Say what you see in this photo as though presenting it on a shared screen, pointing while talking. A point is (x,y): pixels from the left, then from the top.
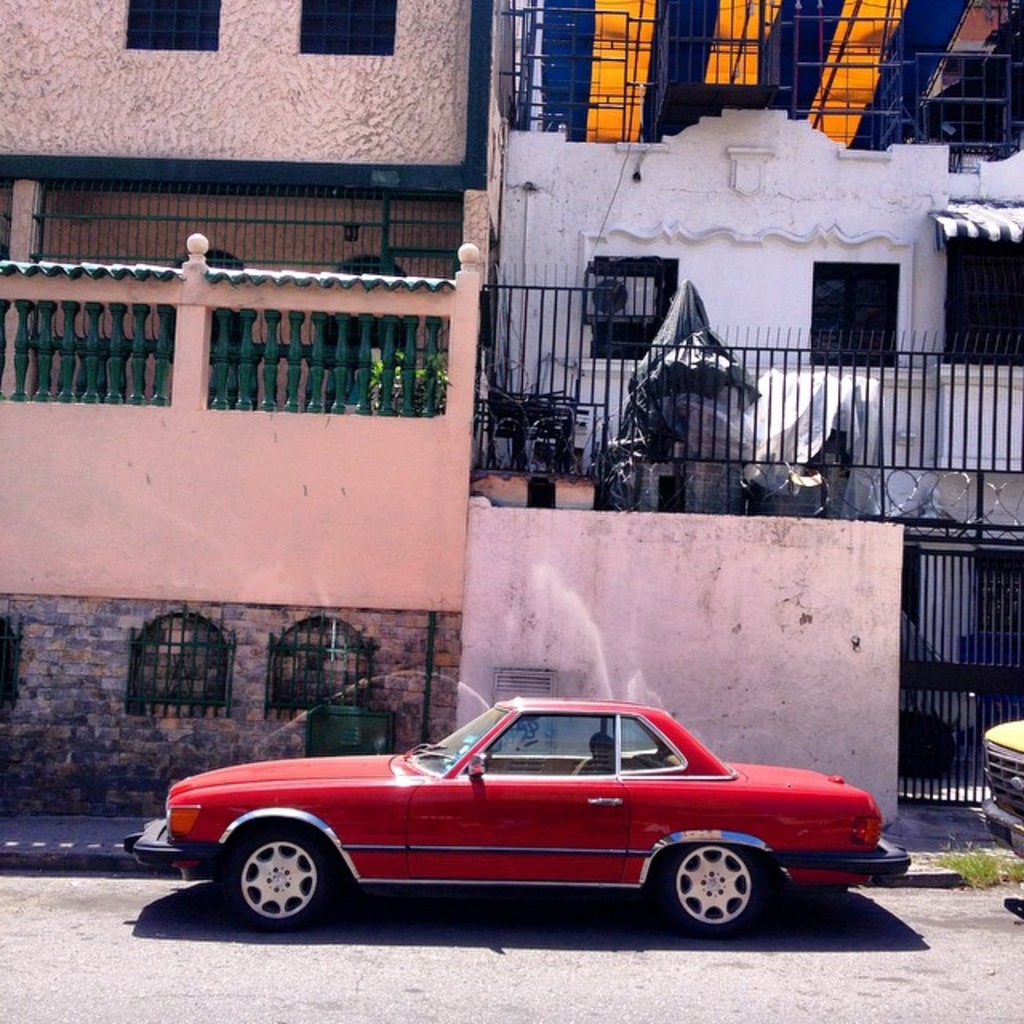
In this image we can see the buildings (575,363), there are some windows (821,308), grille (911,423) and the wall (927,436), also we can see the vehicles (833,848) on the ground (865,947).
